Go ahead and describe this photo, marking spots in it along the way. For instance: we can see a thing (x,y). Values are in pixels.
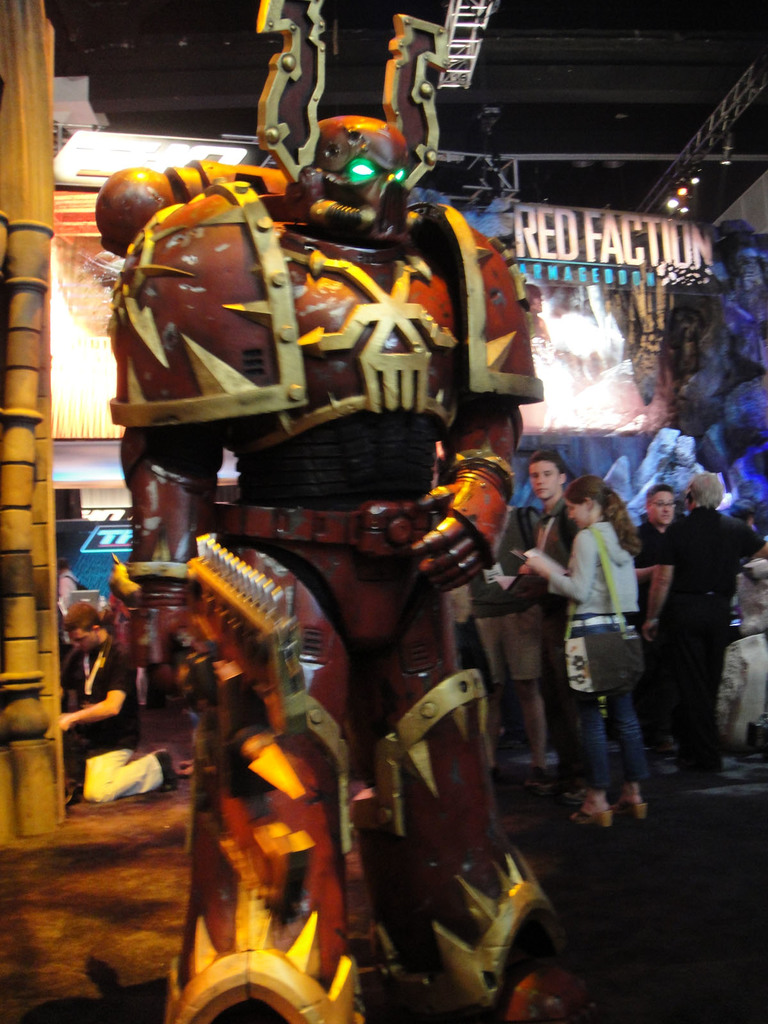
As we can see in the image there is robot statue (298,649), group of people (686,705), screen (575,382), banners (572,243) and at the top (165,56) there is ceiling (165,39). The image is little dark.
